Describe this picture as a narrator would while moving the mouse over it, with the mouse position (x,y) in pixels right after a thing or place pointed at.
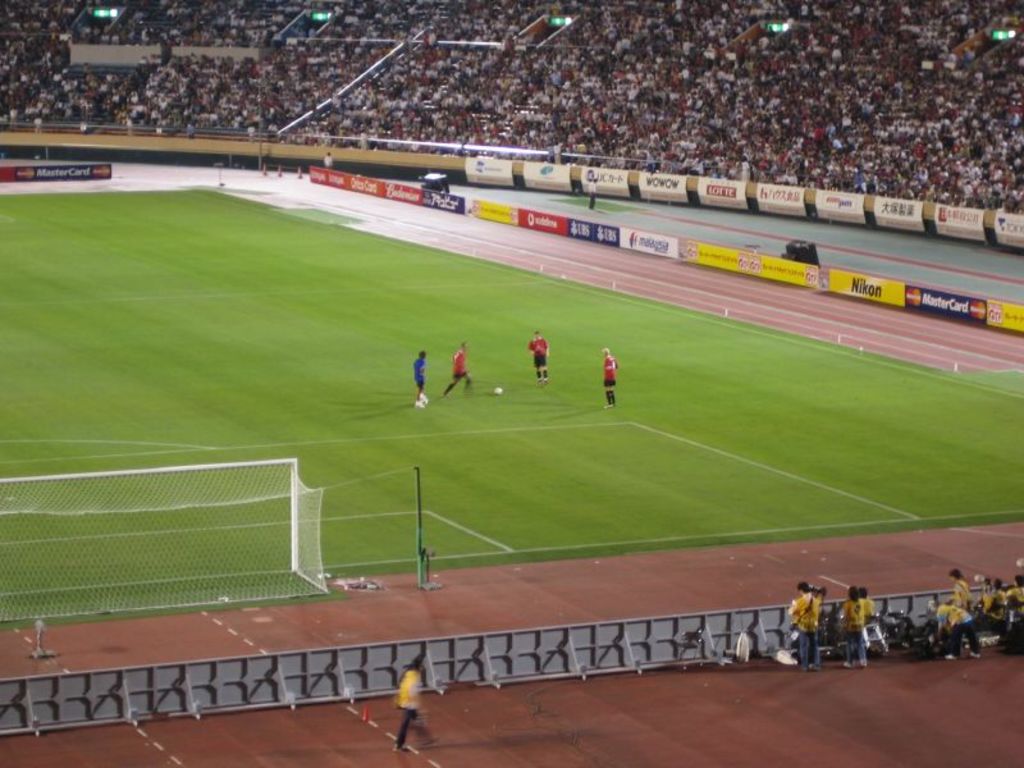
In this picture we can see few people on the ground (365,437), here we can see a net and few objects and in the background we can see advertisement boards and a group of people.
